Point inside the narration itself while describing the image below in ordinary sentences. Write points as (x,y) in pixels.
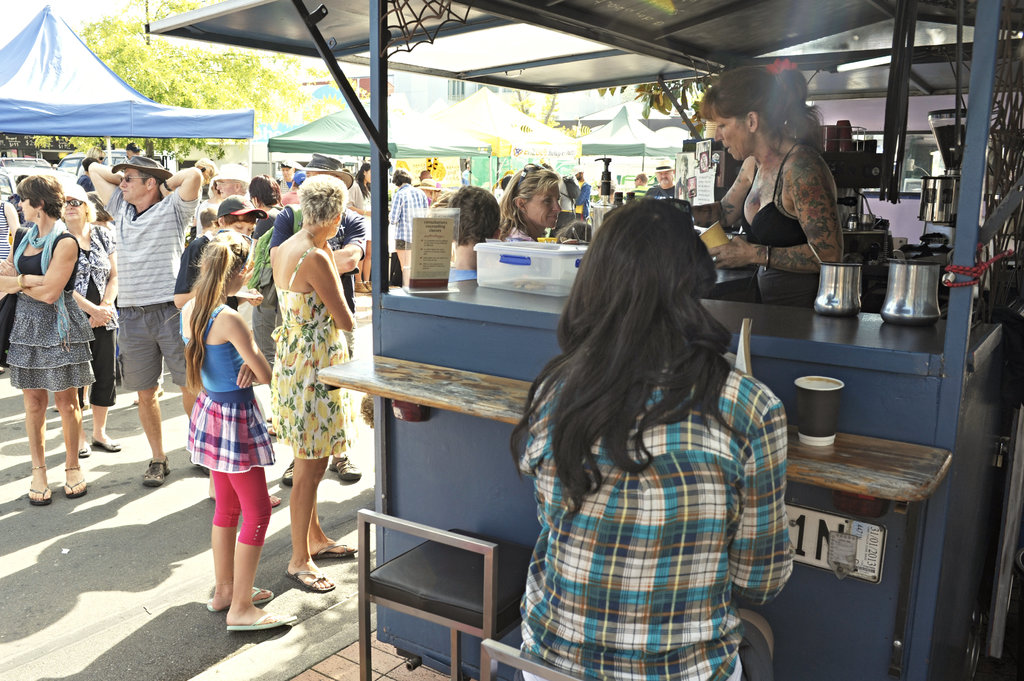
In the image there are many people (214,307) standing on the road (161,514) with stores (912,166) on either side of it with tents (476,146) above and in the back (209,86) there are trees (245,98).
